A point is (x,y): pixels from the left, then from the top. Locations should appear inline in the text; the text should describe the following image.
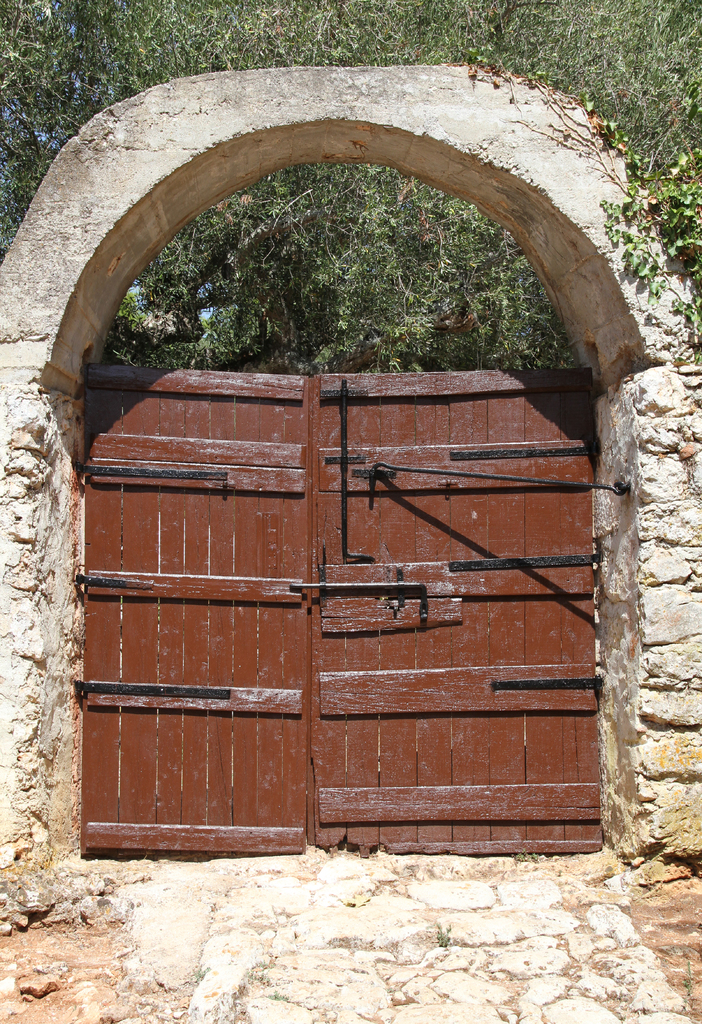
This picture contains a door (386,750) in brown color. Beside that, we see a wall (658,649) in white color. There are trees (300,268) in the background (300,268).
